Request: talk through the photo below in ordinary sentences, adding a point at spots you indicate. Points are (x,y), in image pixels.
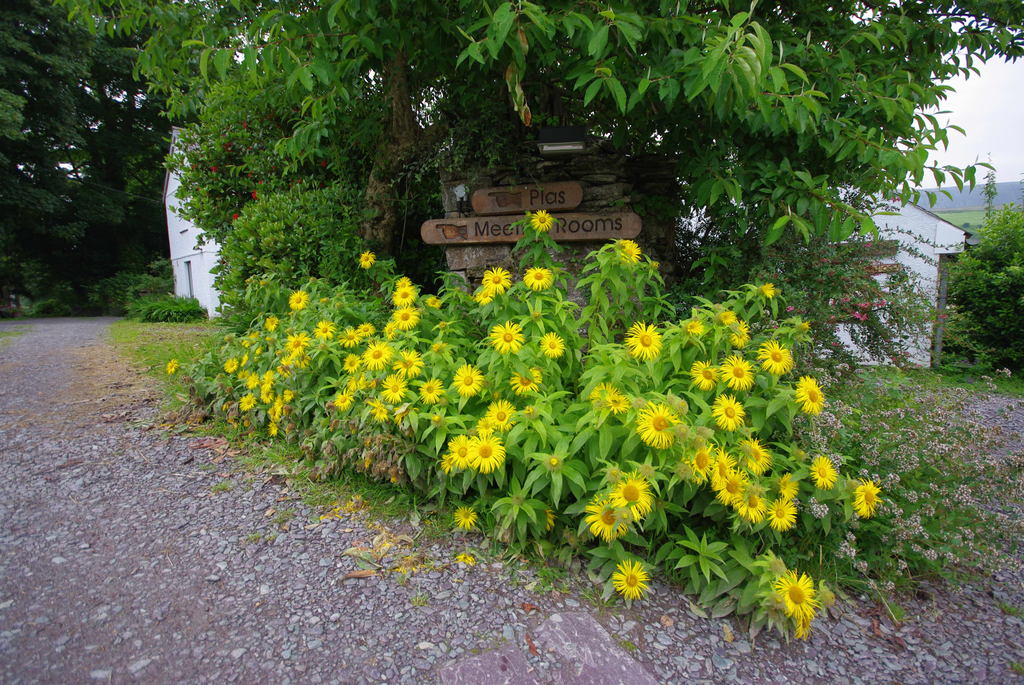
In this picture we can see stones (140,463) on the ground (442,545), name boards (468,221), trees (328,128), plants (645,527) with flowers (459,462), house (960,241) and in the background (955,112) we can see the grass (972,219) and the sky (991,151).
